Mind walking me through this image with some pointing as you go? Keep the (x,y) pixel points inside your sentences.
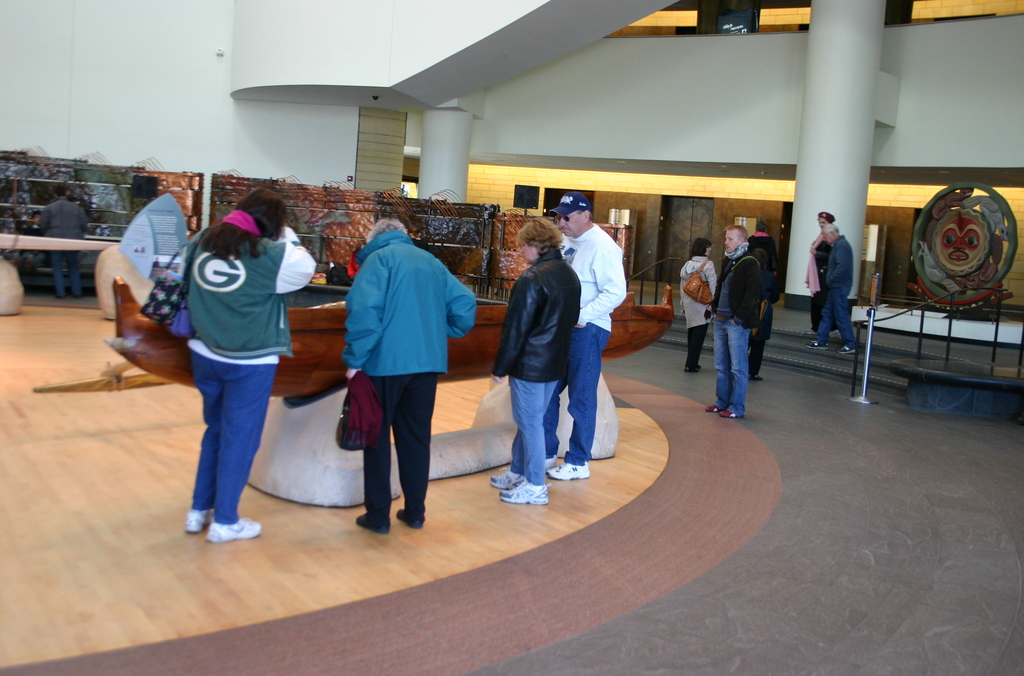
This image is clicked inside the hall (264,107) in which there are few people (473,316) standing on the floor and looking in to the boat (316,341) which is in front of them. On the right side (825,79) there are pillars (825,79). At the bottom (371,582) there is a wooden floor (160,543). On the right side (823,253) there are few people (826,273) walking on the steps (826,351).
